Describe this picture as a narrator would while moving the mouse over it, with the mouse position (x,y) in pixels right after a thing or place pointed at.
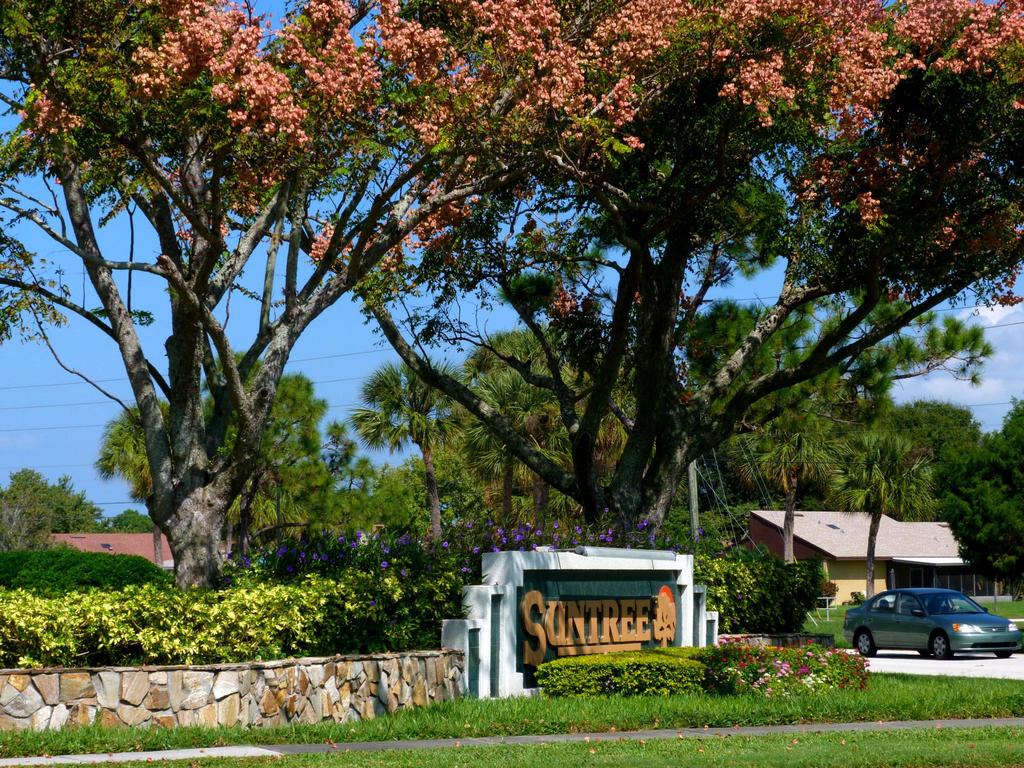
In this image I can see the grass (767,707). On the right side (935,634), I can see a car (911,629) and a house (847,577). I can see some text (561,628) written on the wall (511,588). In the background (540,499), I can see the trees (467,466) and the sky (32,371).
